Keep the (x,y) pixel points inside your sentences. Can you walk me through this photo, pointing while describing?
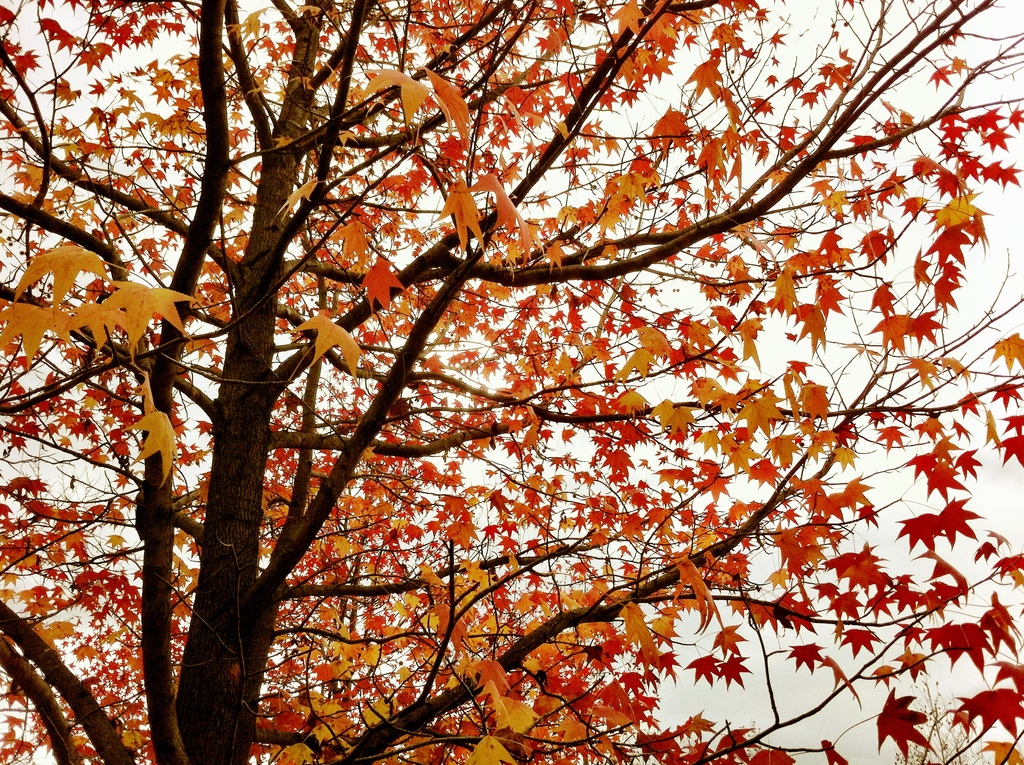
In this image I can see a tree (400,446) with maple leaves (634,77). And there is a white background (484,477).
